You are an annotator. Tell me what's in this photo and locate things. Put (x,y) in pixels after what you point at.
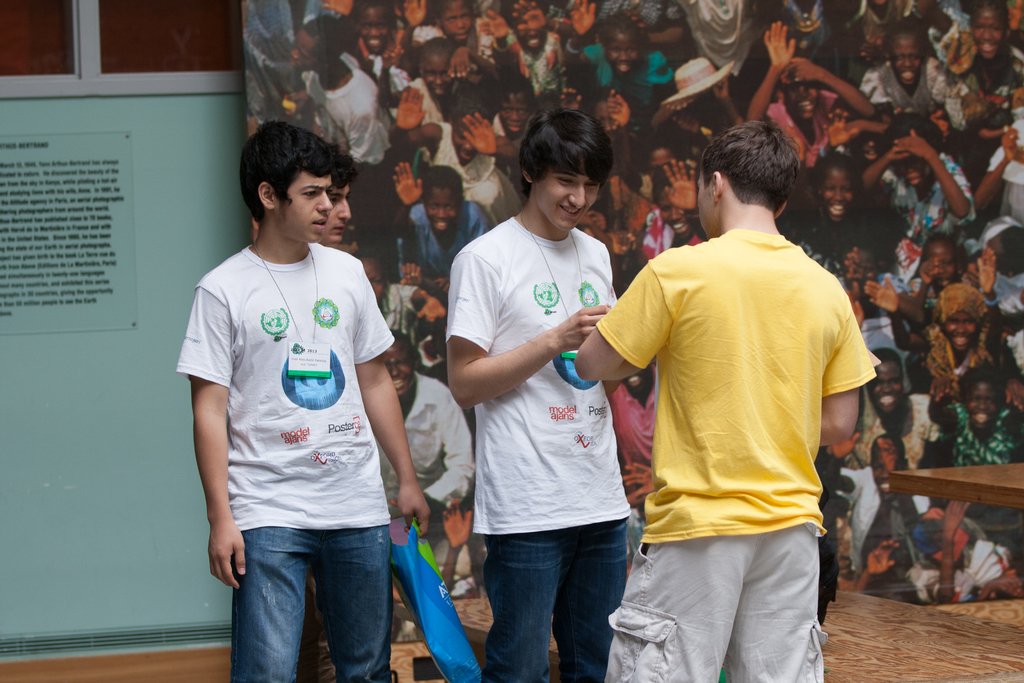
In the center of the image (452,387) we can see four people (735,469) standing. In the background (641,208) there is a board (495,189). On the right (979,478) there is a table (984,481). On the left (117,175) there is a wall (107,499).
